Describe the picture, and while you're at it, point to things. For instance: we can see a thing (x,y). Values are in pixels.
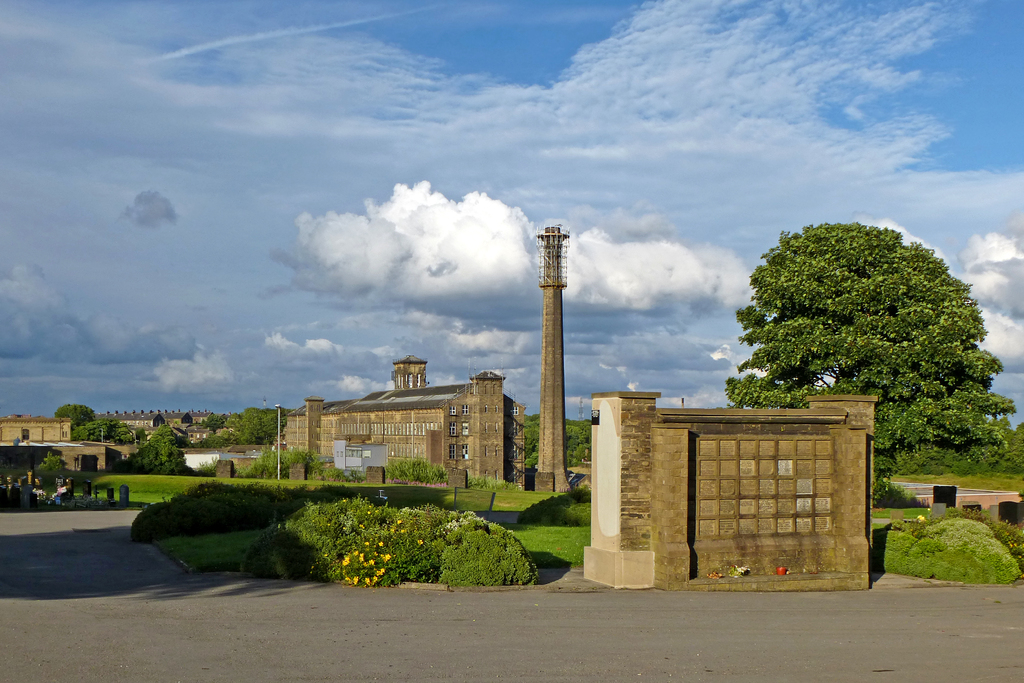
In this image I can see a building (399,420) with some sub buildings (189,438) around with a tower (545,466) I can see a wall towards the right side of the image (853,492) I can see a tree (836,358) behind the wall (844,501). I can see open garden (941,536) and road (289,665) at the bottom of the image (600,635). At the top of the image (515,108) I can see the sky (450,110).
